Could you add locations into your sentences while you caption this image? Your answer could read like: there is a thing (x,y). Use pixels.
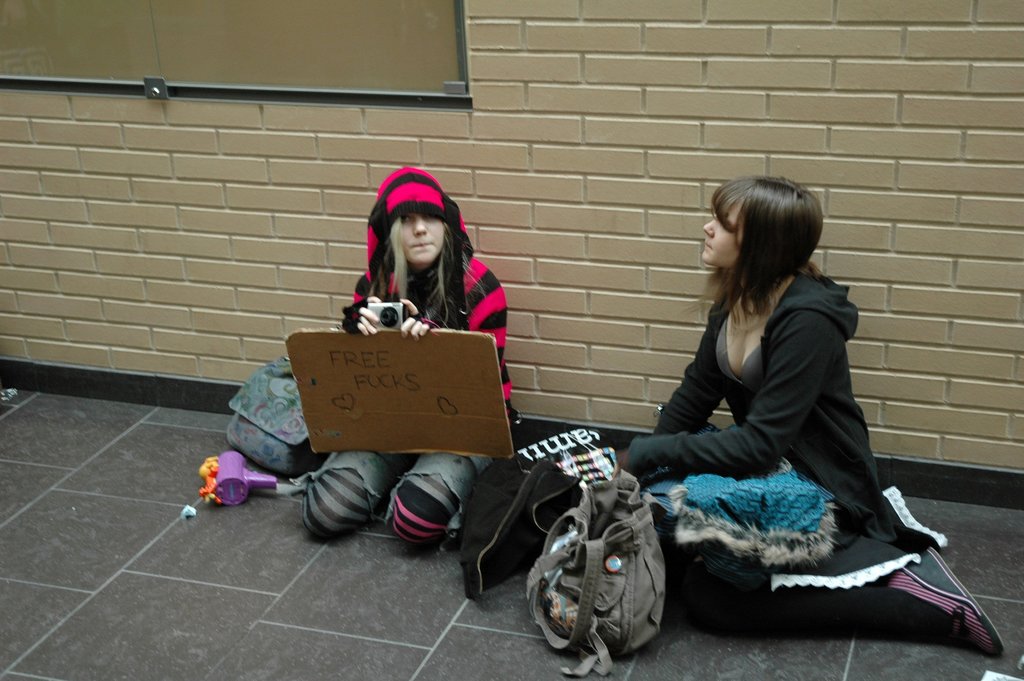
In this image there are two girls (679,462) sitting on the floor (411,589). The girl (691,451) on the right side (807,402) is holding the bag (634,517), While the girl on the left side (329,518) is holding the camera (375,313) which is on the board (364,374). Beside her there is a bag (275,411). In the background (536,74) there is a wall (600,111). In between them there is a cover (535,501).
